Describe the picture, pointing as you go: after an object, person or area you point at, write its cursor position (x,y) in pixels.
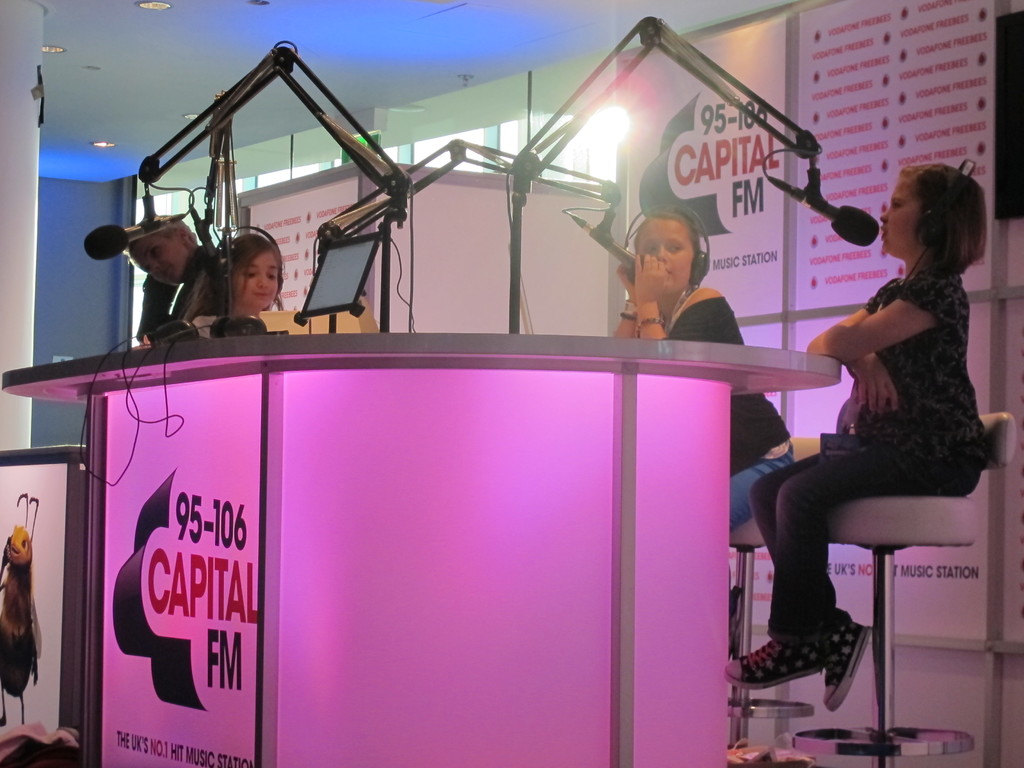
In this image there are 3 girls (909,216) sitting in chair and talking in the microphones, and at the background (653,205) there are hoardings (954,8), lights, table (169,355), screen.
